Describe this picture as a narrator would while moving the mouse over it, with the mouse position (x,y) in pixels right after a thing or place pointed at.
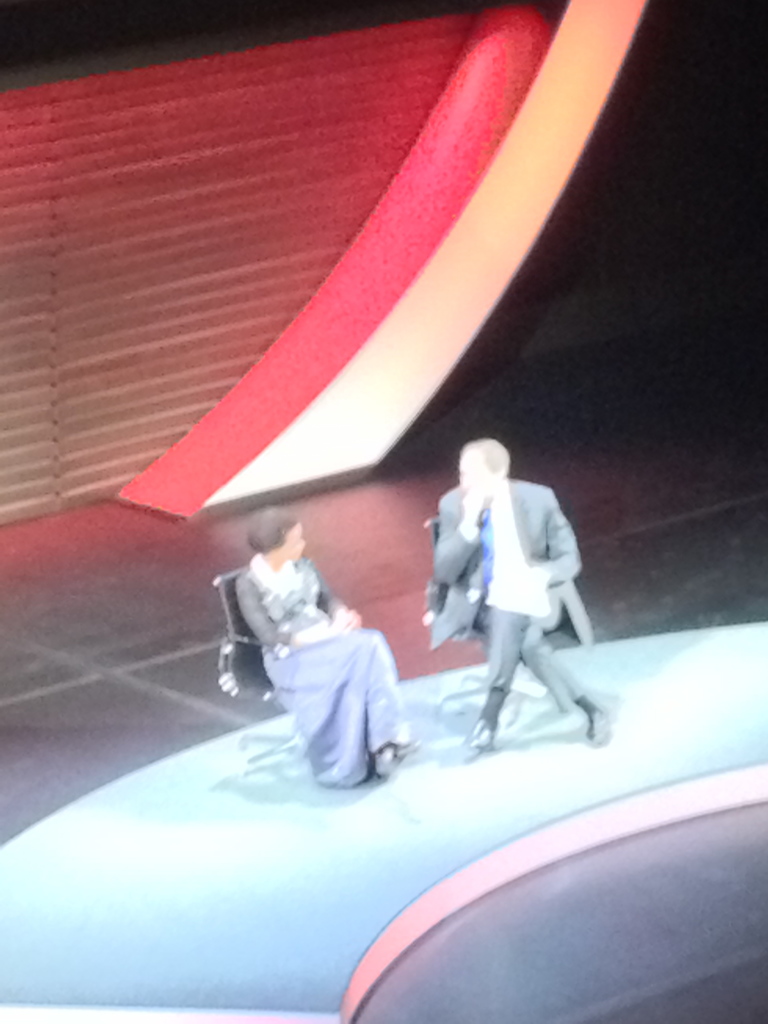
In this image I can see two persons (331,605) are sitting on chairs (227,624) on the stage (284,756) which is blue and black in color and I can see few objects (286,138) which are red and cream in color in the background (388,326).
